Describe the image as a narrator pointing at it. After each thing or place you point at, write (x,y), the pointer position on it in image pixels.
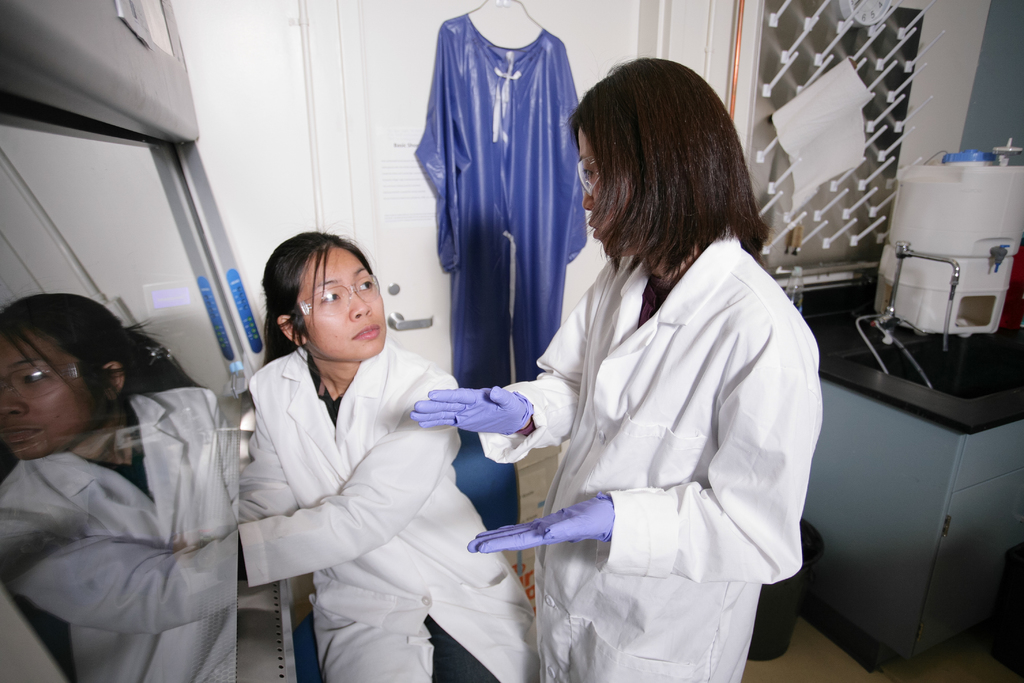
In this picture I can observe two women (604,379) in the middle of the picture (378,448). They are wearing white color aprons (375,530) and gloves (437,404) to their hands (503,424). On the right side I can observe sink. In the background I can observe white color door (581,14).
